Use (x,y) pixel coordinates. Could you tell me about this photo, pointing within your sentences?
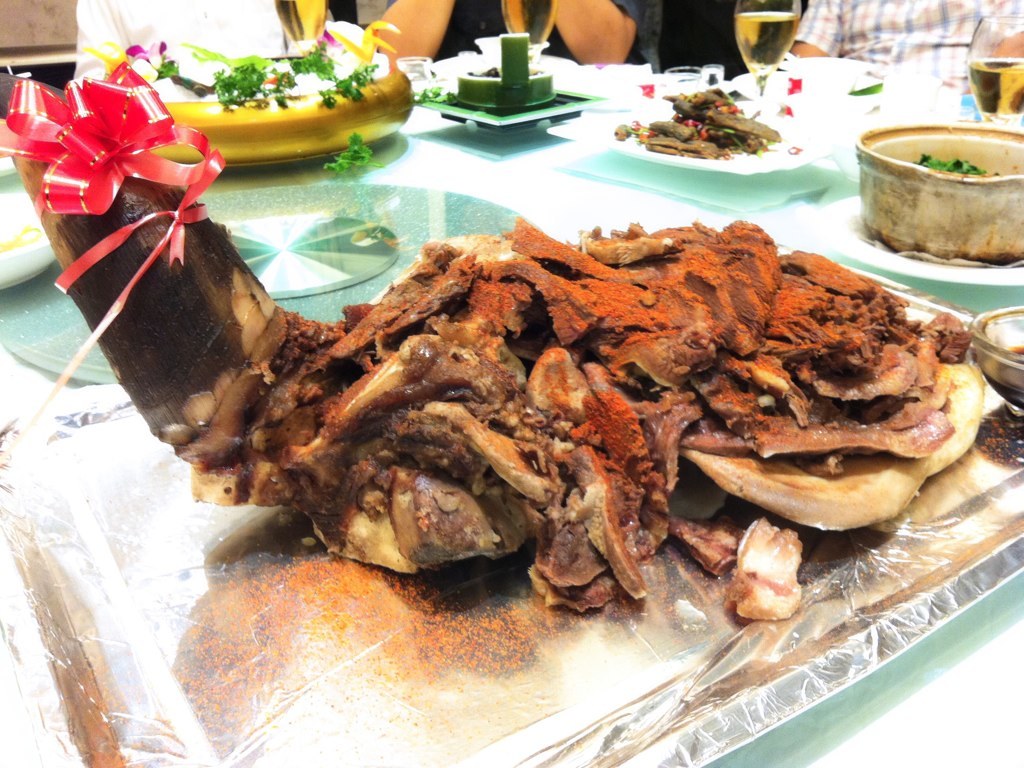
In this image I can see a table (545,196) on which I can see few plates (662,155), a tray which is silver in color and on the tray (489,657) I can see a food item (420,417) which is black, brown, red and cream in color and I can see few bowls (938,214) with food items (288,86) in them. In the background (274,15) I can see few persons (261,45) sitting around the table (597,200). On the table (573,176) I can see few wine glasses (791,2) with liquid (792,20) in them.
